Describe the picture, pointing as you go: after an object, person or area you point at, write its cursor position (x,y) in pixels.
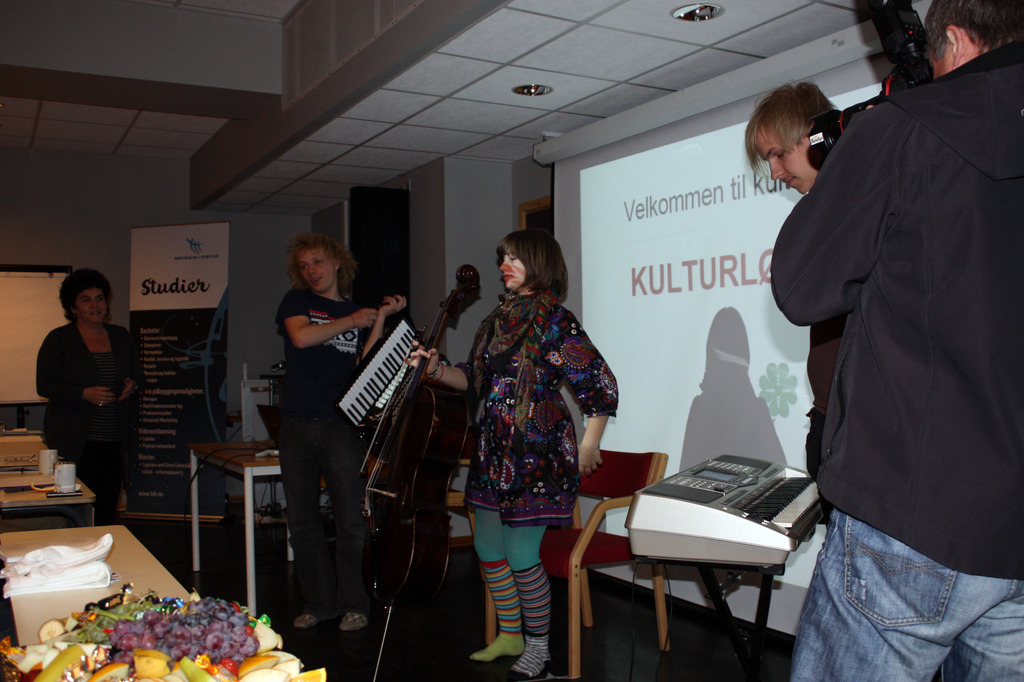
There is a women (516,378) standing and holding a string instrument (433,461) in her hand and there is another person (355,336) beside her is holding an accordion (362,369) and there is a person (869,294) in the right corner (909,328) is holding a camera (921,79) in his hand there is a table (146,558) in front of them which has few objects (116,595) placed on it.
